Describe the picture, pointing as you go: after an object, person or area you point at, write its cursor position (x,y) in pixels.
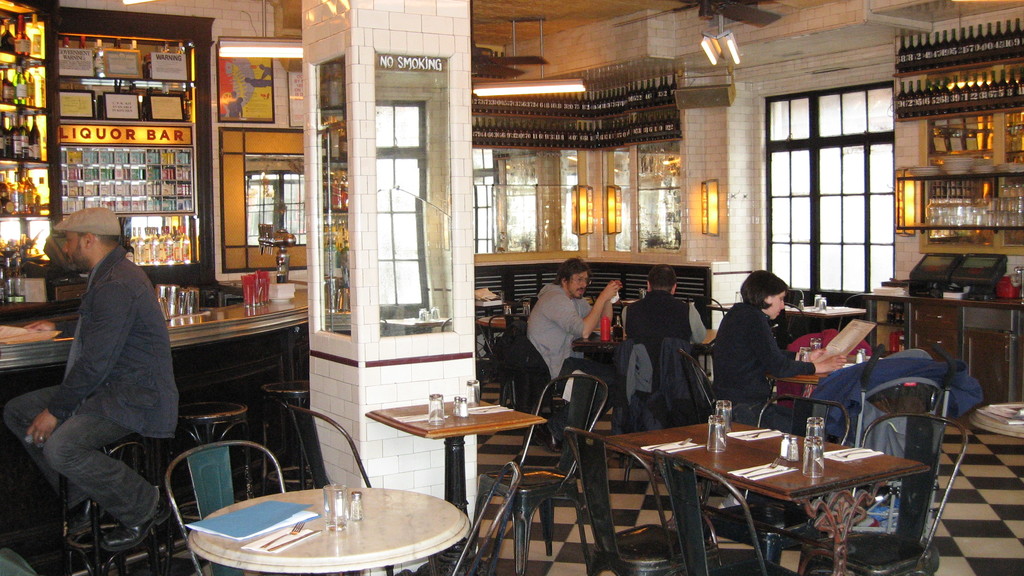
This is a picture of a bar (387,477). Here we can see table (354,534) and chairs (728,482) with glasses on it. We can few people (822,354) sitting on the chairs (542,385). This is a window (865,225). This is a floor (989,490). These are the bottles (4,96) in a rack (46,233). This is a no smoking notice board (416,68).
